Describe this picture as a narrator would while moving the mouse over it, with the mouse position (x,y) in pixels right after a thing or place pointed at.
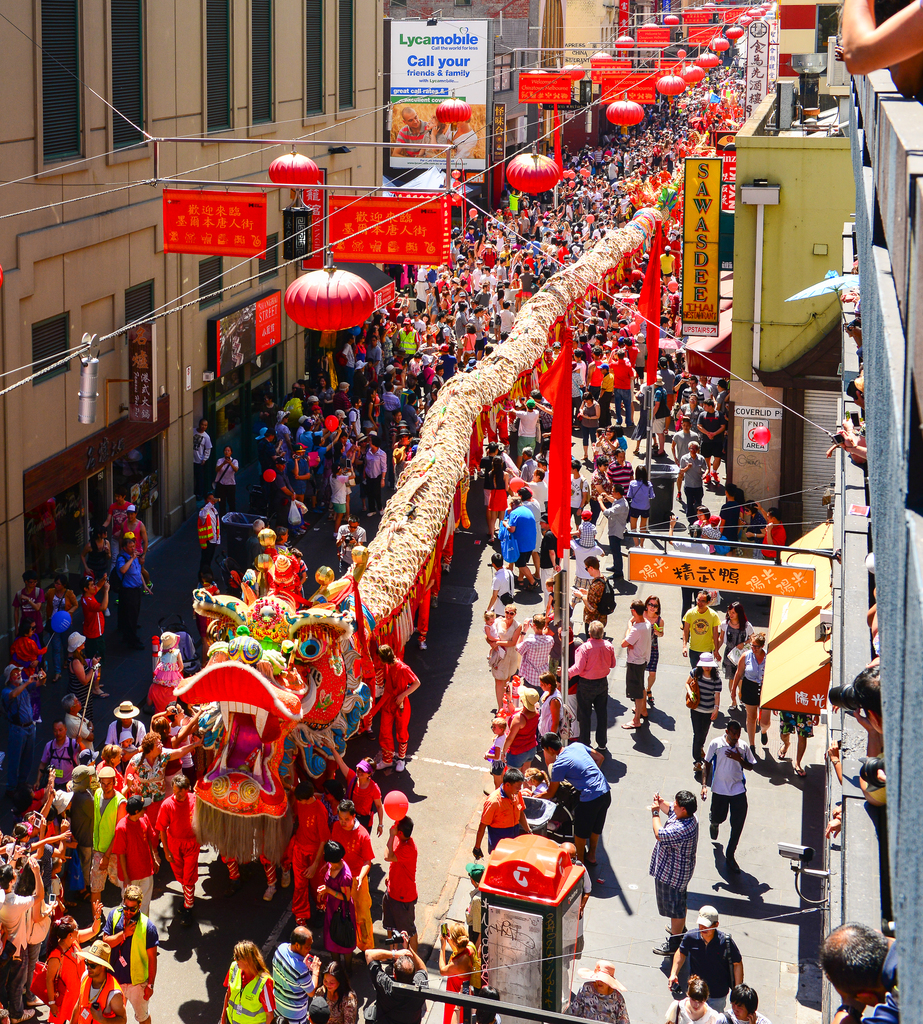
In this image there is carnival (196,811) in the middle (398,363) and there is crowd (117,764) visible in the middle (611,360), at the top (194,190) there are hangings (228,187) attached to the roof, on the both sides there are buildings (255,179) visible, and there is a board (806,576) attached to the building (799,520) on the right side (711,165), at the bottom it might be a camera stand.
